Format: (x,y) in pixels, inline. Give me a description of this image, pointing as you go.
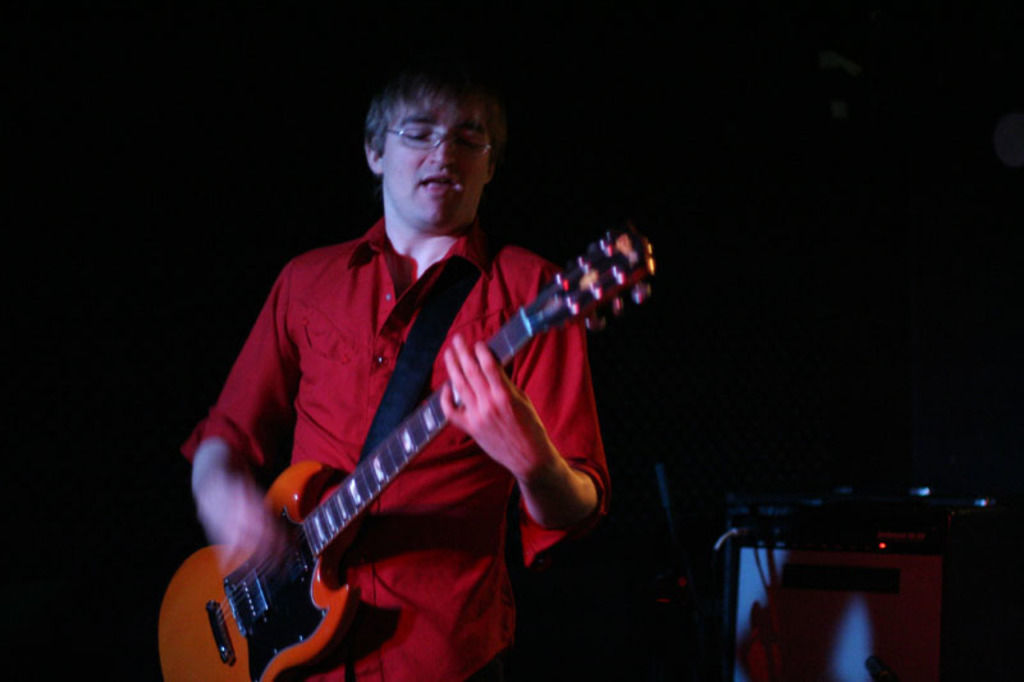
In this image there is a man (349,318) wearing red color shirt (436,448) and playing guitar (346,494). In the right (840,608) there is an object (845,584) with wires (723,540). Background (33,374) is black.
